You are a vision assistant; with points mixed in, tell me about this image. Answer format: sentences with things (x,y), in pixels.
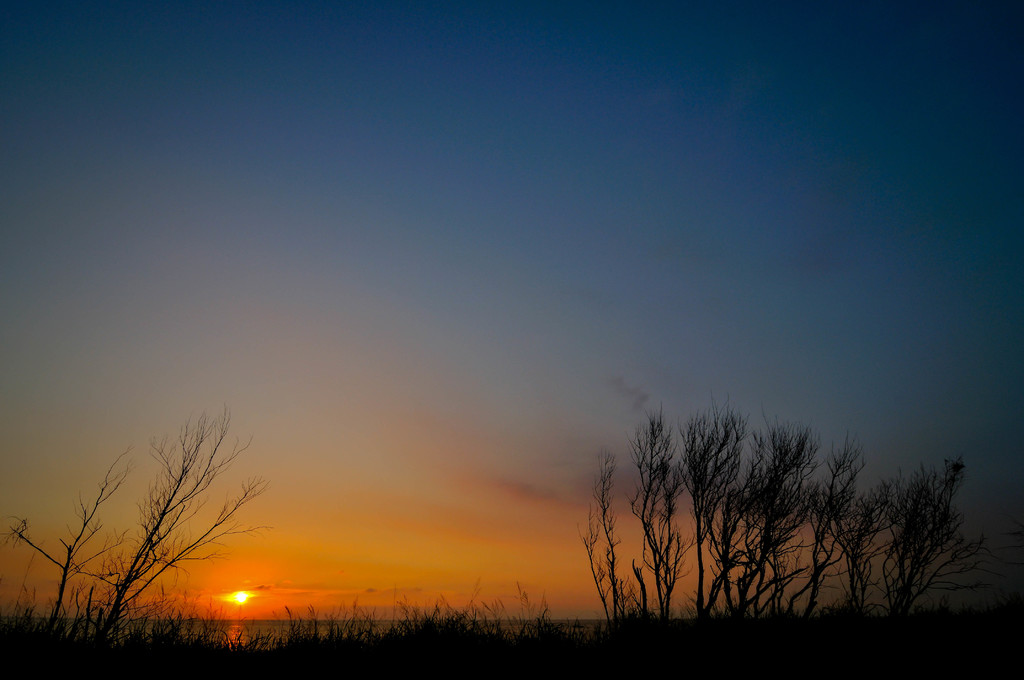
In this image, we can see the sun (233,604) rising in the sky (281,456). There are some plants (451,637) at the bottom of the image (560,645). There are trees (150,564) in the bottom left (81,556) and in the bottom right of the image (884,534).
